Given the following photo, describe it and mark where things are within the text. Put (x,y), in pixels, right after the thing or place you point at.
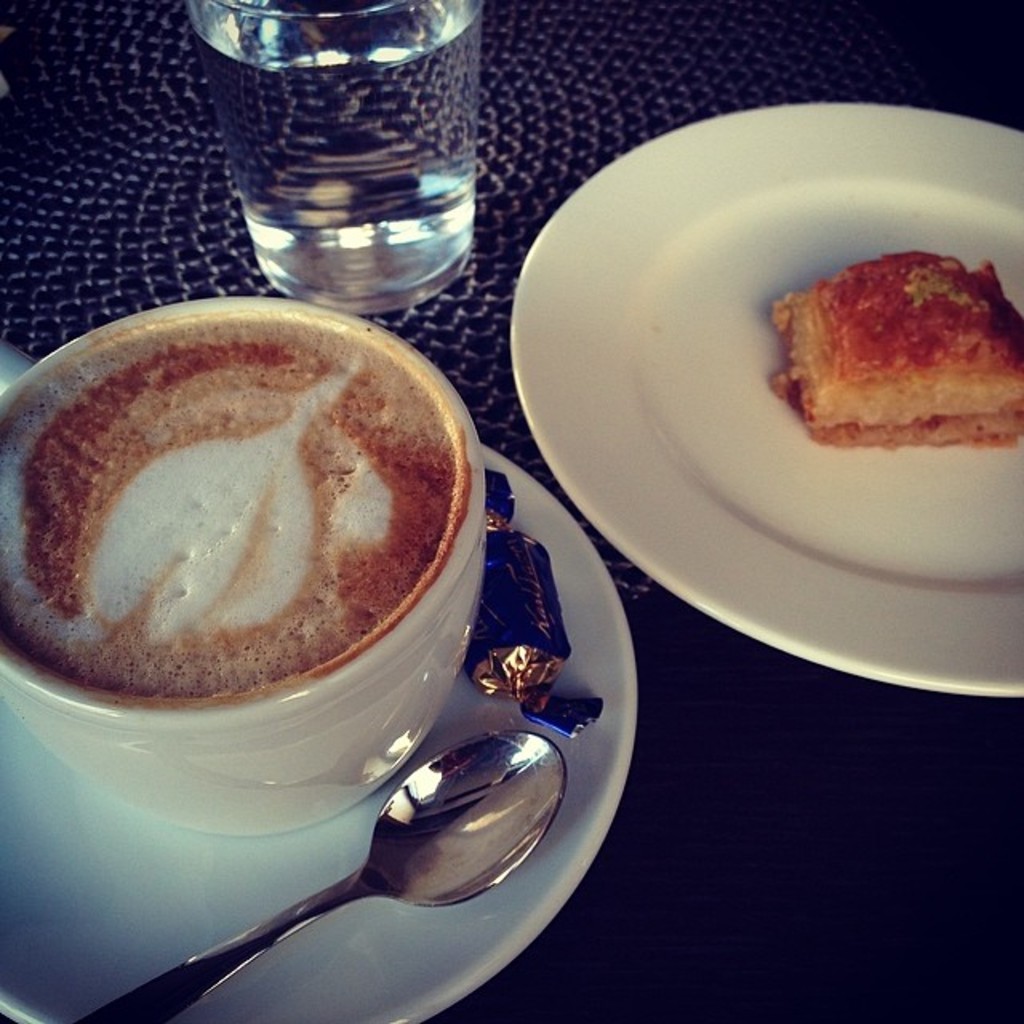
In this image we can see a table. Here we can see a pastry (980,359) on the plate (737,257) and it is on the right side (789,244). Here we can see a cup (240,806) and saucer (315,942). Here we can see a spoon (477,821) and a chocolate (521,628) in the saucer (583,780). Here we can see a glass of water (284,108) on the top left side (334,171).
